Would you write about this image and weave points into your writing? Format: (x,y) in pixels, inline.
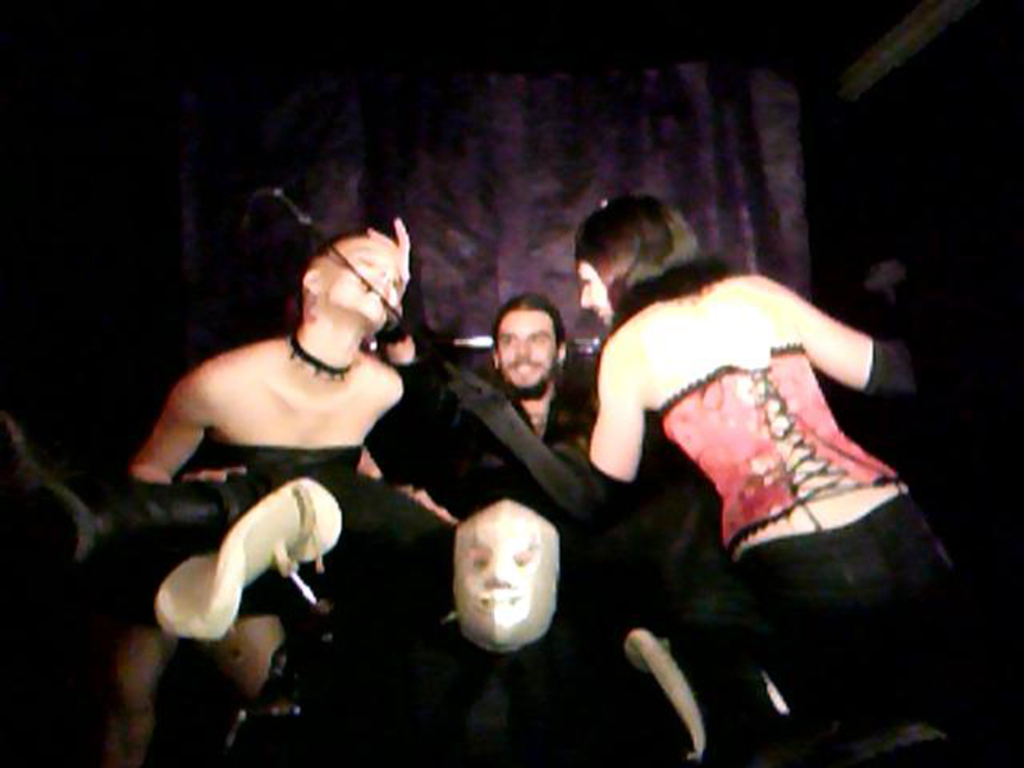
In this picture we can see few persons (634,484). There is a dark background (1011,147).
